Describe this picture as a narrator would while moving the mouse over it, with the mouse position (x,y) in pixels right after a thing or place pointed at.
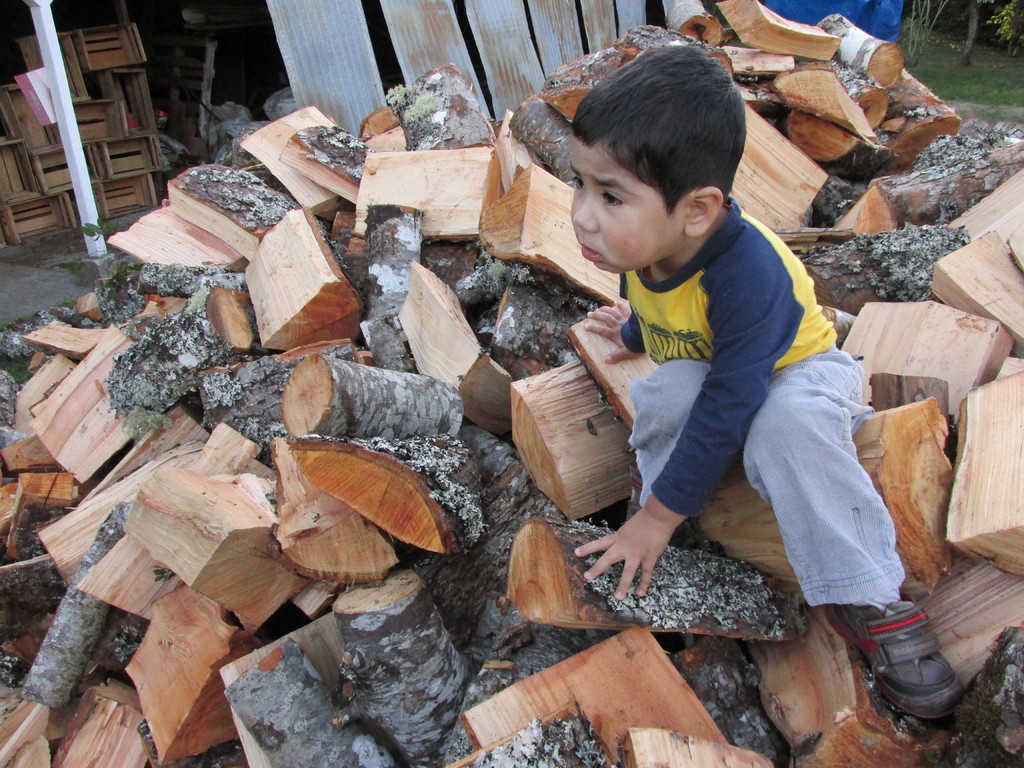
In the foreground of this image (627,590), there is a boy (729,354) sitting on the wooden pieces (412,272). In the background (610,35), there are few metal sheets (295,85), wooden boxes (119,179), a white pole (83,194) and greenery (979,59) on the right top corner (966,63).
